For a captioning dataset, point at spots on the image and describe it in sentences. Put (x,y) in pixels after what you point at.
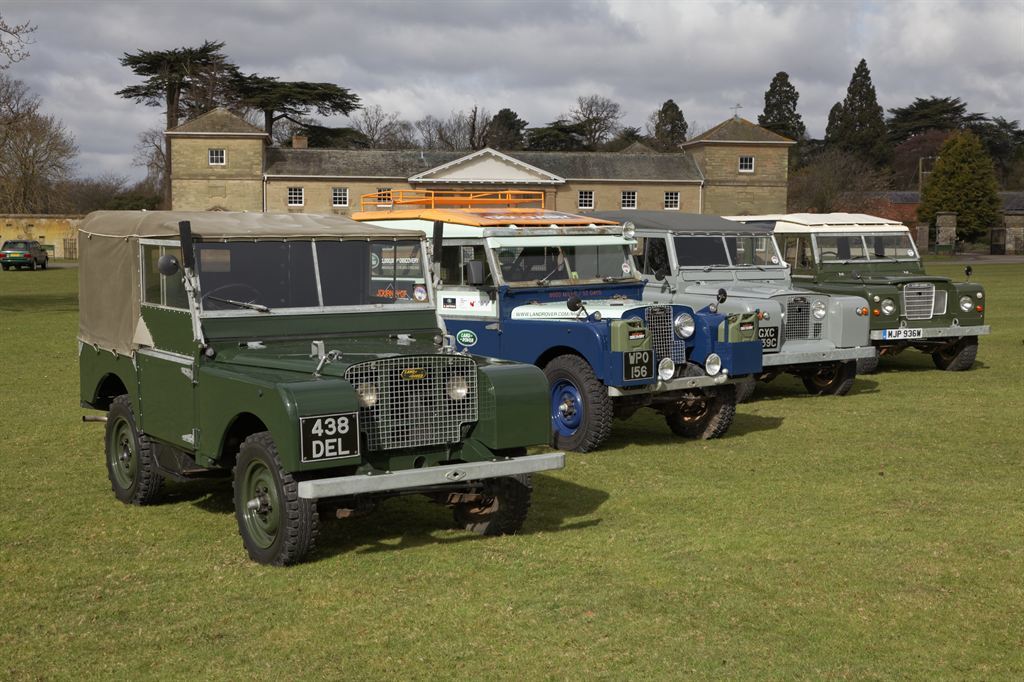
In this picture I can see 4 jeeps (391,409) in front (476,346) and I can see the number plates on it and I can see the grass (59,431). In the background (4,224) I can see a car (28,265), few buildings (610,195), number of trees (790,162) and the cloudy sky (458,36).
